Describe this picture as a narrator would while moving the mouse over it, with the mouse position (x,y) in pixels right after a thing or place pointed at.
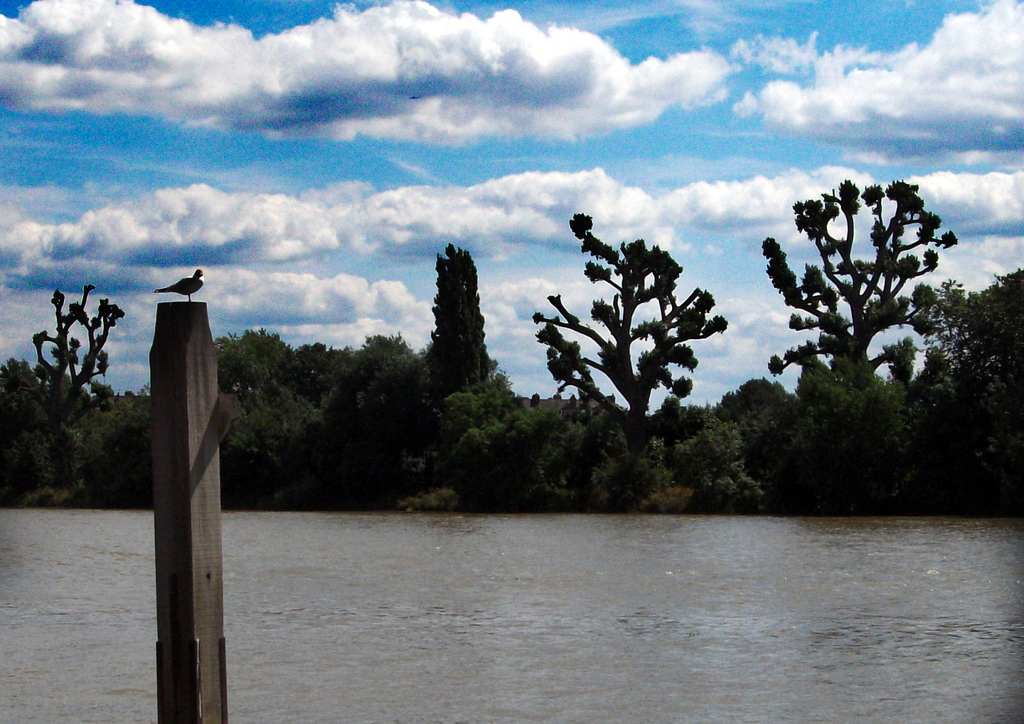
In this image I can see the bird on the wooden pole (160,496). In the background (456,630) I can see the water (479,586), few trees (483,441) and the sky (358,92) is in blue and white color.
